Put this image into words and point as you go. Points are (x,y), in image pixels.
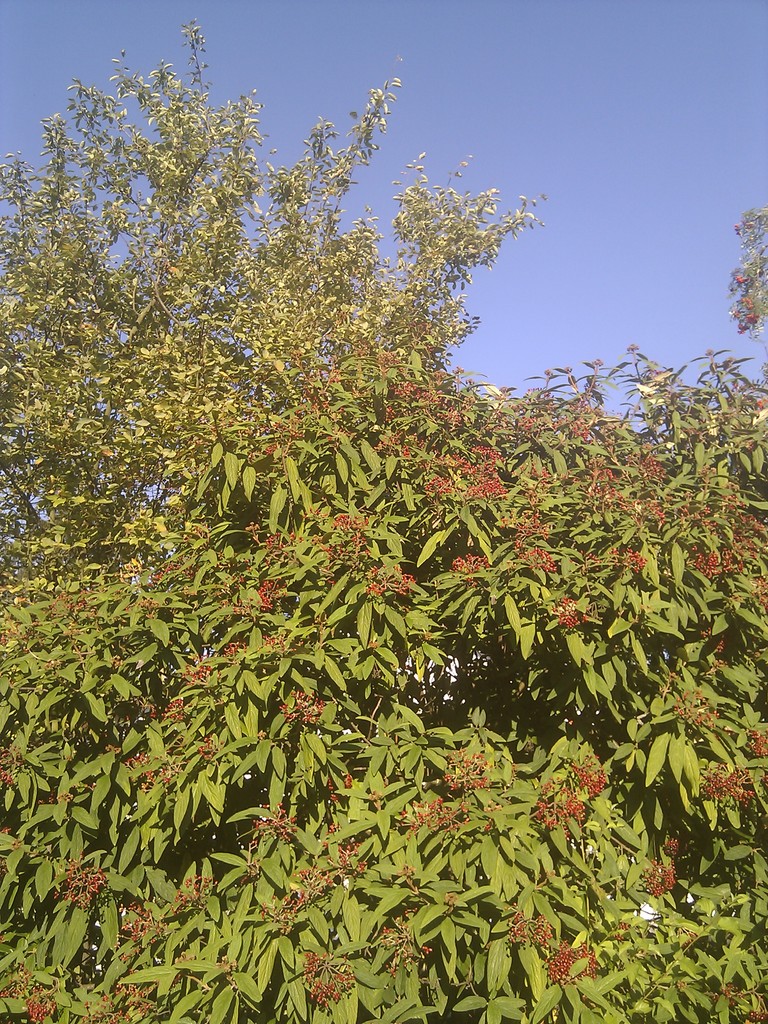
In this image I can see some trees (348,600), at the top of the image (483,143) I can see the sky (565,83).
